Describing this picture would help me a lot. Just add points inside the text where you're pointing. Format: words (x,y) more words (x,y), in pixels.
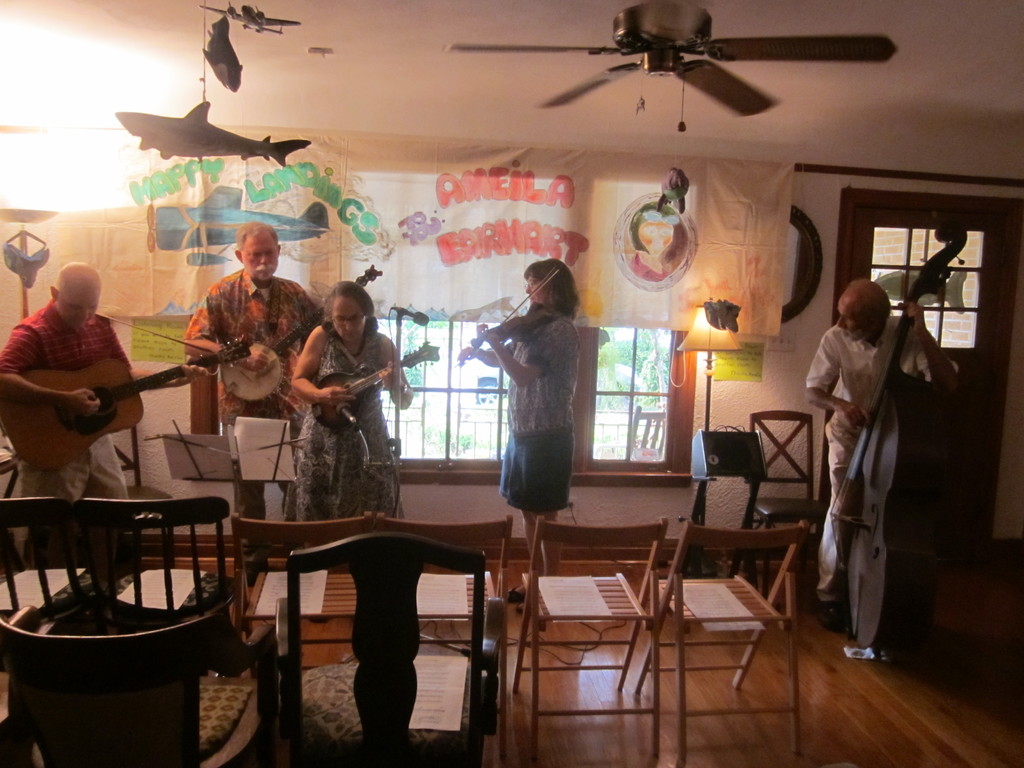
In the picture I can see a group of people (541,542) are standing and playing musical instruments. I can also see chairs (357,623), windows (464,431), a door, a light lamp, a fan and some other things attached to the ceiling (538,106). This is an inside view of a room (641,517).
